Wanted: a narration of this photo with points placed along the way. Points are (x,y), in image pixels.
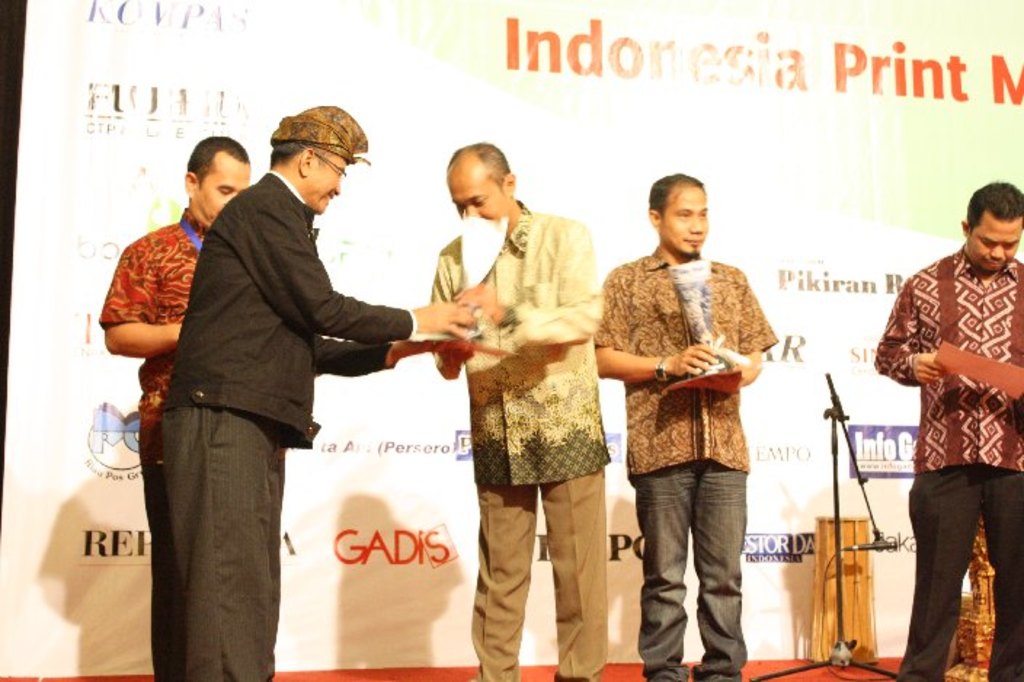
In this image we can see some people (703,475) standing on the stage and holding some objects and there is a mic stand (835,549). We can see a banner (394,92) with some text (900,470) in the background (684,653).
